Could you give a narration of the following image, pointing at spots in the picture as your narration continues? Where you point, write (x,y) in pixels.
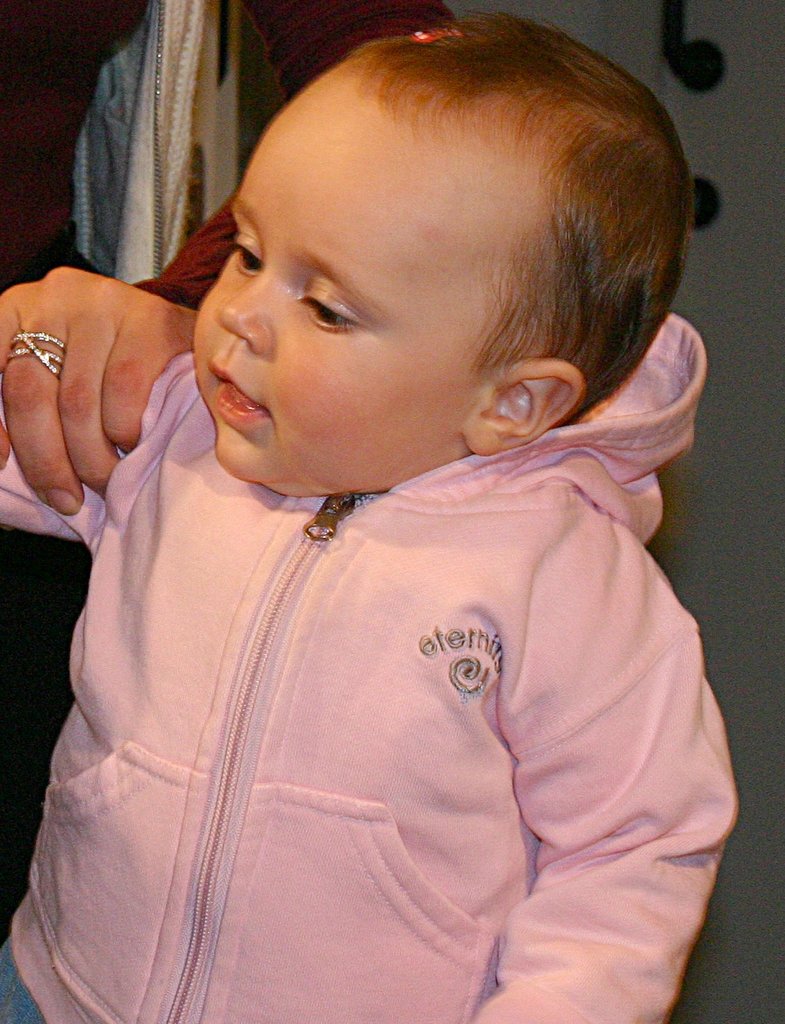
In the image, there is a small baby (429,660) and a woman (192,296) is holding the baby's arm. The baby (412,698) is wearing a pink jacket (494,775).
